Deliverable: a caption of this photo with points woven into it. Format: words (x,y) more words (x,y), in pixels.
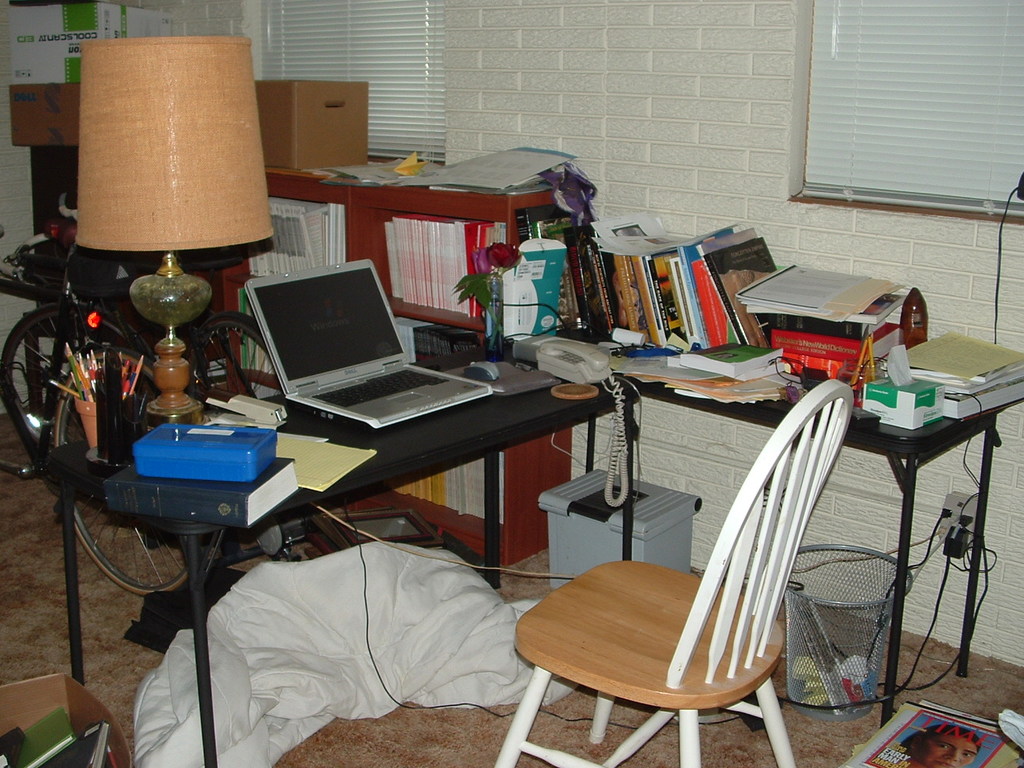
This is an image clicked inside the room (679,445). In the middle of the image (414,440) there is a table (507,433). On that box (245,470), book (276,478), laptop (314,395), telephone (563,362) are placed. In the background (459,263) there is a rack (352,223), in that few books (397,268) are arranged. On the left side (79,331) there is a bicycle (61,351). On the right side of the image (683,324) there is a table (708,382), on that few books (711,351) and a box (880,391) are there. In front of these tables (785,408) there is a chair (668,631). On the floor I can see a white color cloth (285,679) and a dustbin (832,635). On the top of the image (909,107) there is a screen (880,114).
